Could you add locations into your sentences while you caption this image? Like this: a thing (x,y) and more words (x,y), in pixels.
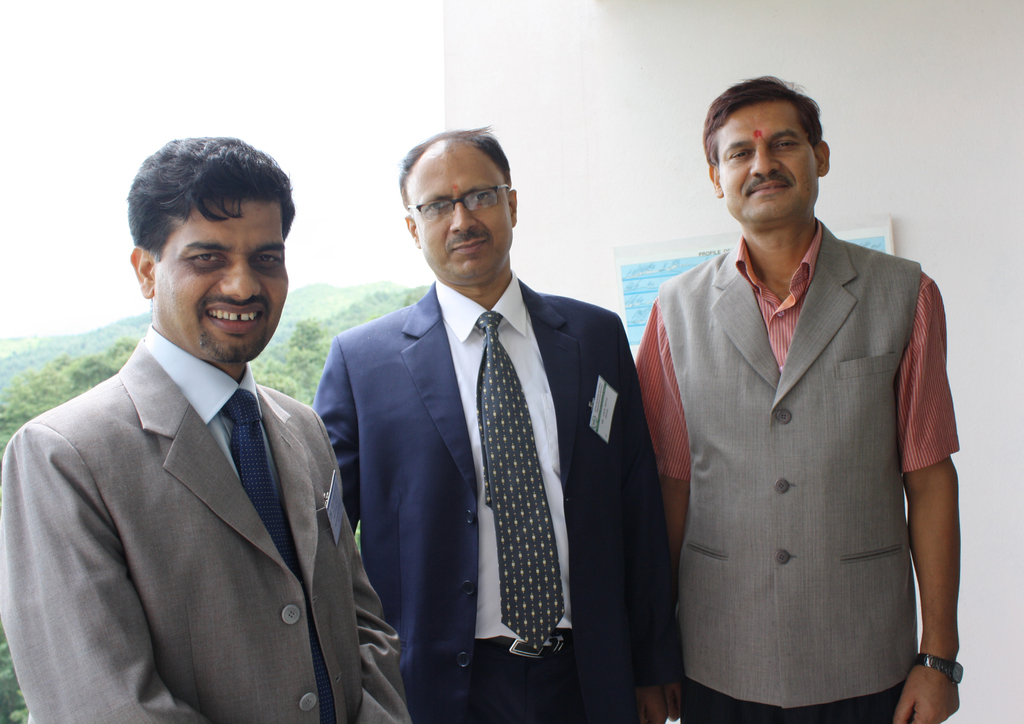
In this image, we can see three men (441,559) are standing, seeing and smiling. Background (632,169) there is a wall (619,146) with poster (636,265), trees (27,351) and sky (46,168).
